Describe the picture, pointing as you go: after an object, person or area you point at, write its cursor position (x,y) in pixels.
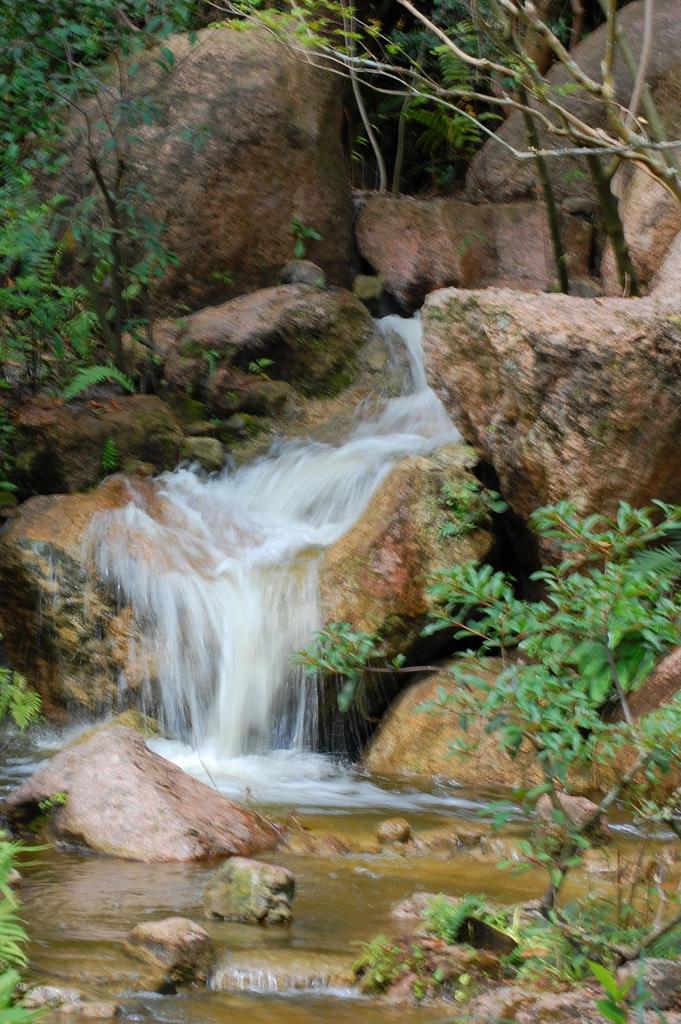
In this picture I can see water (314,590) and rocks (405,467). I can also see plants (582,743) and trees (359,60).
